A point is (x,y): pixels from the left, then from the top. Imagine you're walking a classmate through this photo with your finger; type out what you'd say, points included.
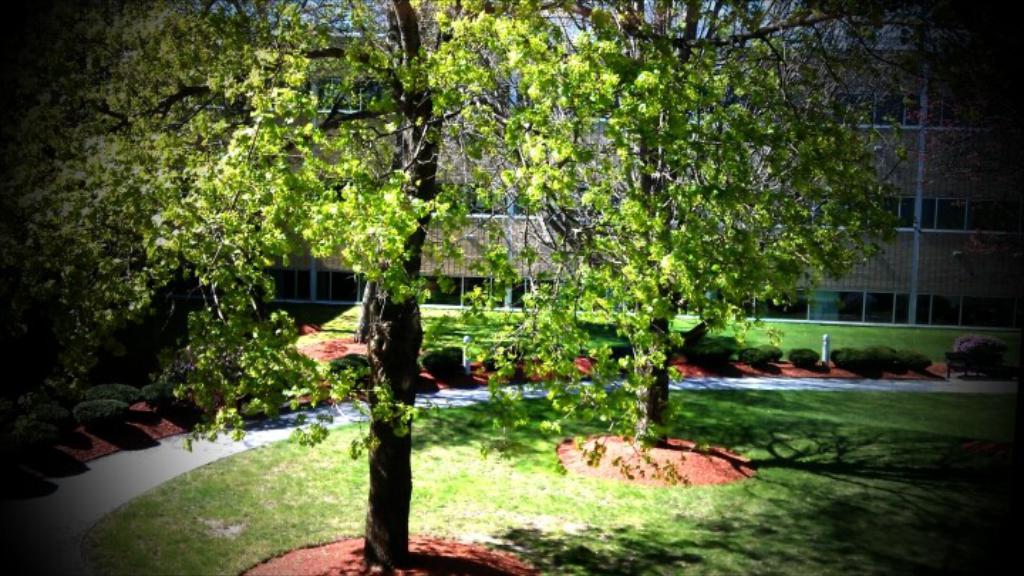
In the picture I can see two trees (641,345) which are placed on a greenery ground (634,484) and there are few trees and a building (453,170) in the background (469,171).
